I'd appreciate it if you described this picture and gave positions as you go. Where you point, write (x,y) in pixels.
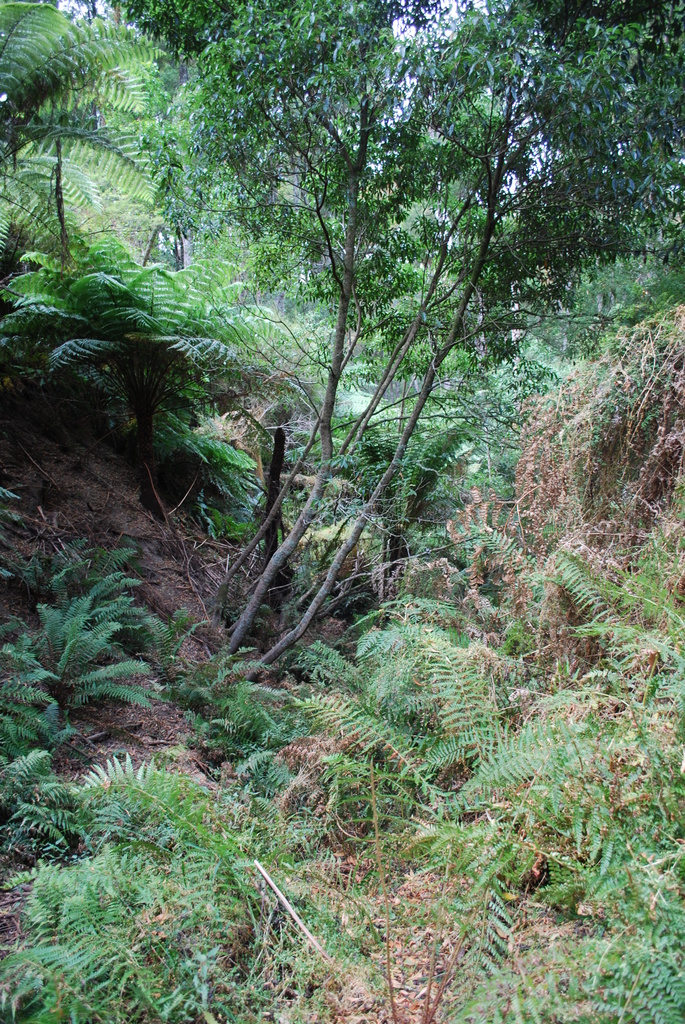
In this picture we can see trees (230,179) and plants (301,326). In the background of the image (402,36) we can see the sky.
